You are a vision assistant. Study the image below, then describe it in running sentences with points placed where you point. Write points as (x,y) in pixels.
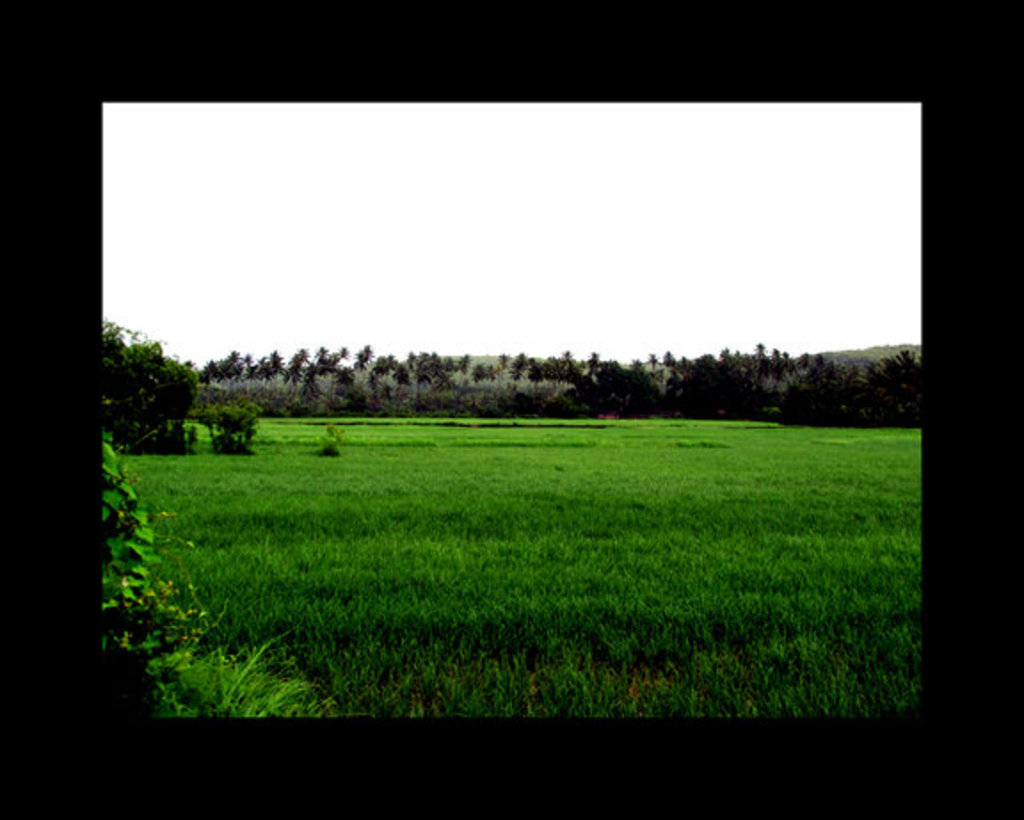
This image is taken outdoors. At the top of the image (274,184) there is the sky (622,266). At the bottom of the image (501,618) there is a ground (533,639) with grass (534,652) on it. In the middle of the image (541,376) there are many plants (330,381) and trees (594,381) with leaves (847,373), stems (822,370) and branches (468,358). There are black borders (856,79) on the four sides of the image.
